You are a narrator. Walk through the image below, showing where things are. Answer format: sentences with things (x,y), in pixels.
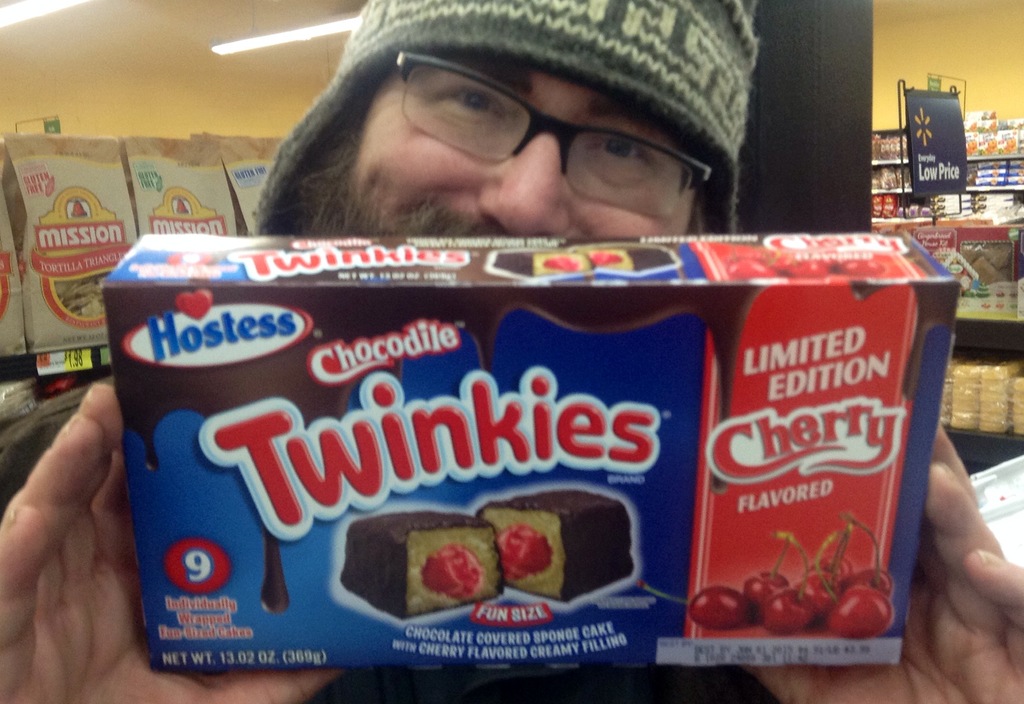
The picture is clicked inside a supermarket (922,61). In the foreground (418,310) a man (483,93) wearing glasses (480,91) and cap (509,54) is holding a packet (547,407). In the background (237,218) there are many packets (894,196). In the background (821,225) there is a pole (781,218). On the roof (232,87) there are lights (243,44).
